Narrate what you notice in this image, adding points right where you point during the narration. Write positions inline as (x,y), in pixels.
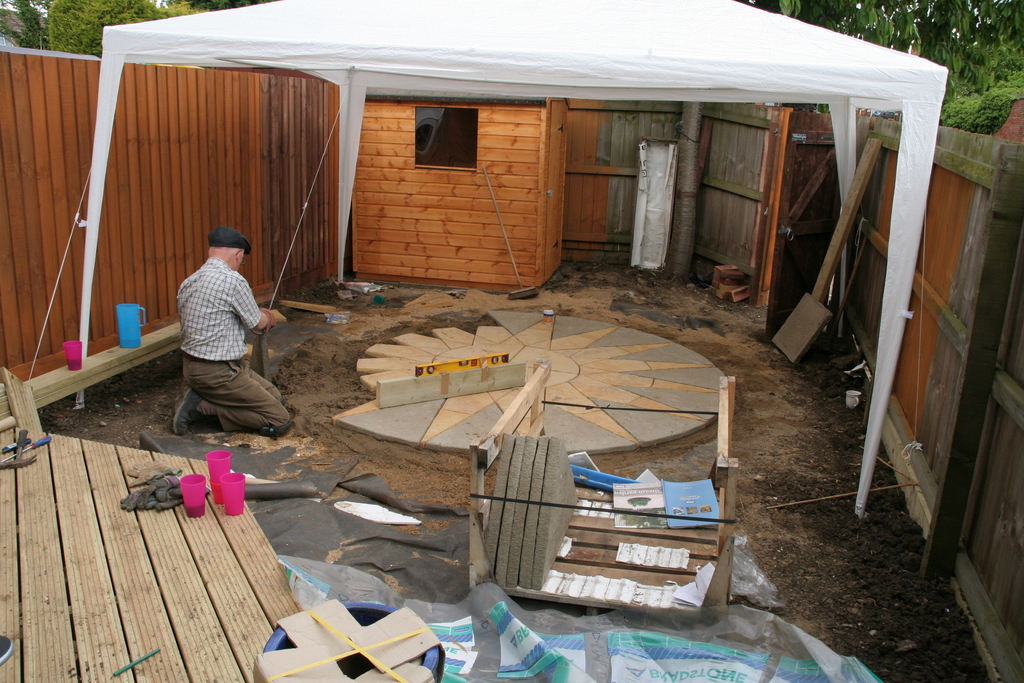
Here we can see a person (215,386) and there is a house (421,236). Here we can see a wall (194,232), jug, glasses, tools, wood (220,575), and a banner (450,634). In the background (69,18) there are trees (69,18).
